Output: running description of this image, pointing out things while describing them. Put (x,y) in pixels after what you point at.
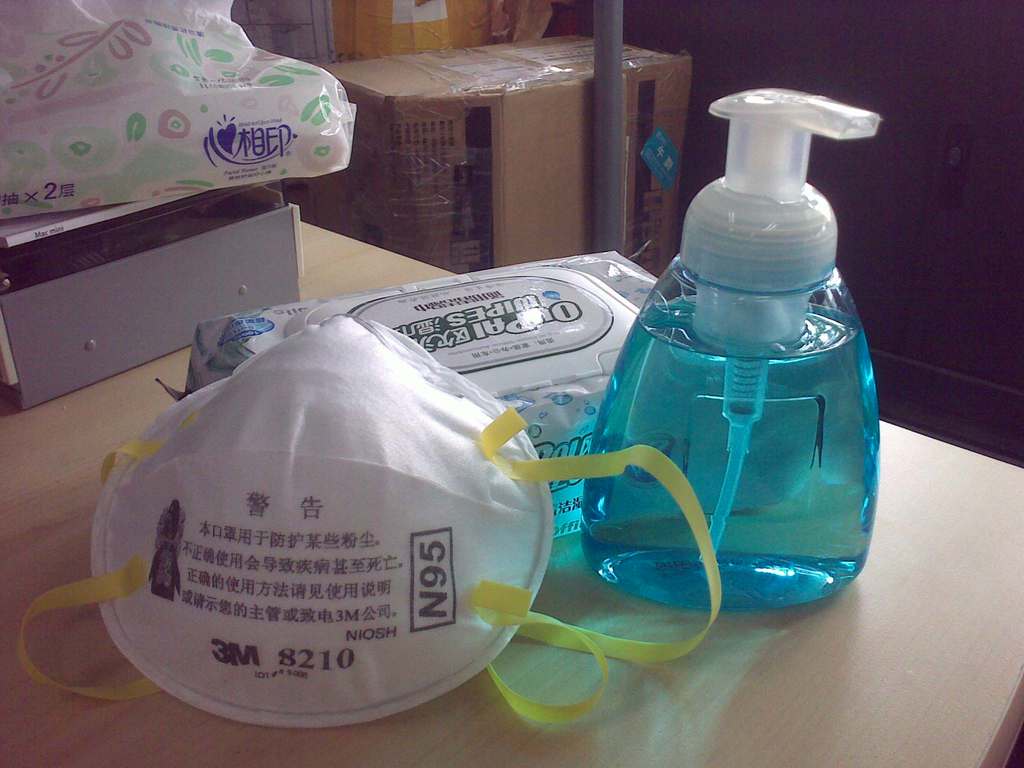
There is one bottle (730,431) and some objects (387,445) are kept on a wooden table (86,416) as we can see at the bottom of this image (471,722). There are some boxes (434,93) kept at the top of this image (568,113).
